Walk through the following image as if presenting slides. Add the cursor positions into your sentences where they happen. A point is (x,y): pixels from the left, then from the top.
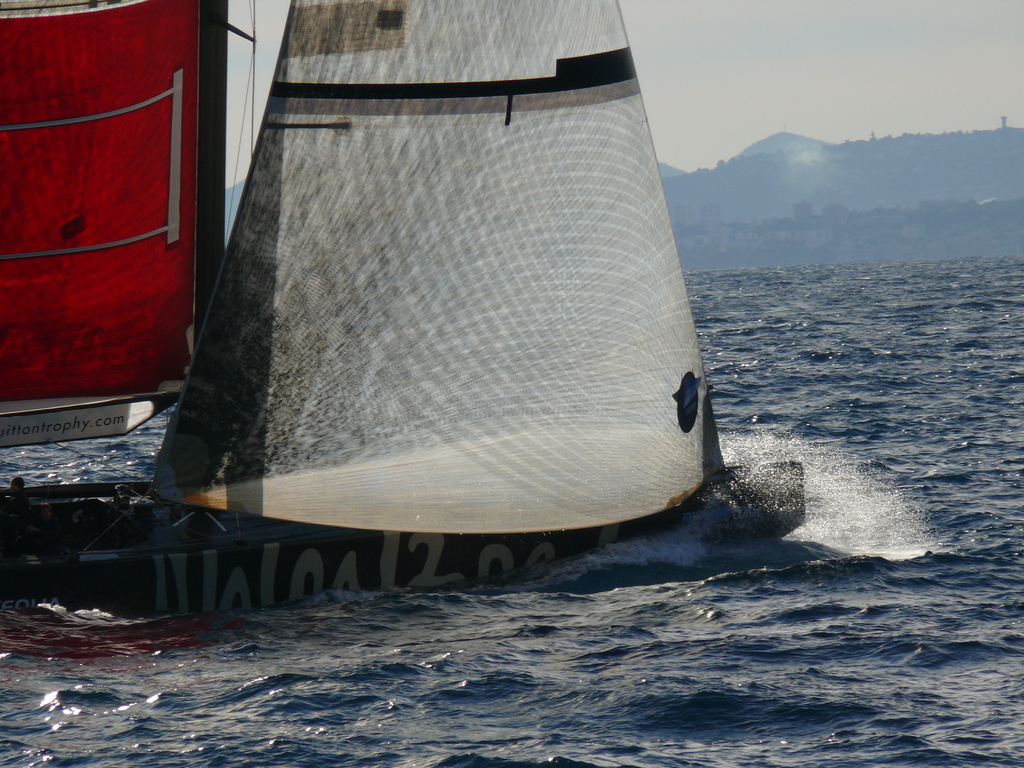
In this image we can see a boat (391,359) on the surface (554,595) of the sea (690,700) and we can also see the text (355,562). Sky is also visible.
